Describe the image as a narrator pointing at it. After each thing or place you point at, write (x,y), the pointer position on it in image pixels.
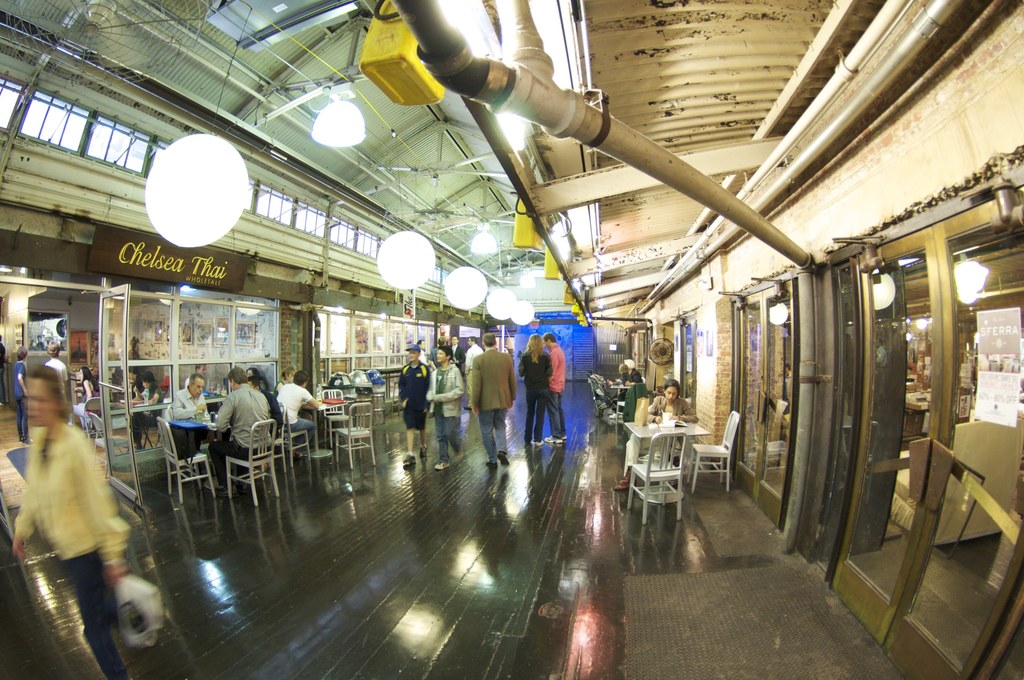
This image is taken indoors. At the bottom of the image (400,598) there is a floor (325,592). At the top of the image (604,222) there is a roof (373,105) with a few lights (327,140) and pipe lines (600,126). In the middle of the image (439,395) a few people (439,395) are walking on the floor (448,478) and a few (555,400) are standing. A few people (196,396) are sitting on the chairs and having food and there are many tables (683,426) with a few things (666,416) on them. On the left (220,358) and right sides of the image there are a few stalls (270,354) with walls (80,313) and doors (888,368) and there is a board (187,272) with a text (191,262) on it.
